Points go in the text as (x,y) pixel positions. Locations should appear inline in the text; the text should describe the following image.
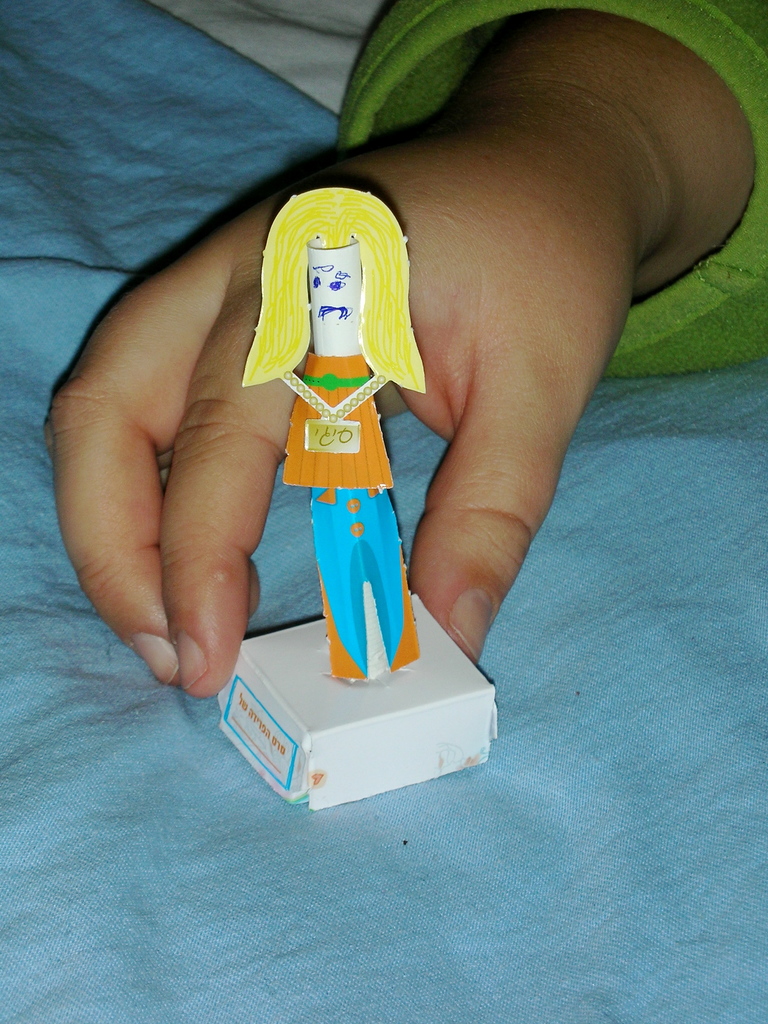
In the image there is a person hand (587,194) holding a toy (315,348). And there is a blue color cloth (118,862).
